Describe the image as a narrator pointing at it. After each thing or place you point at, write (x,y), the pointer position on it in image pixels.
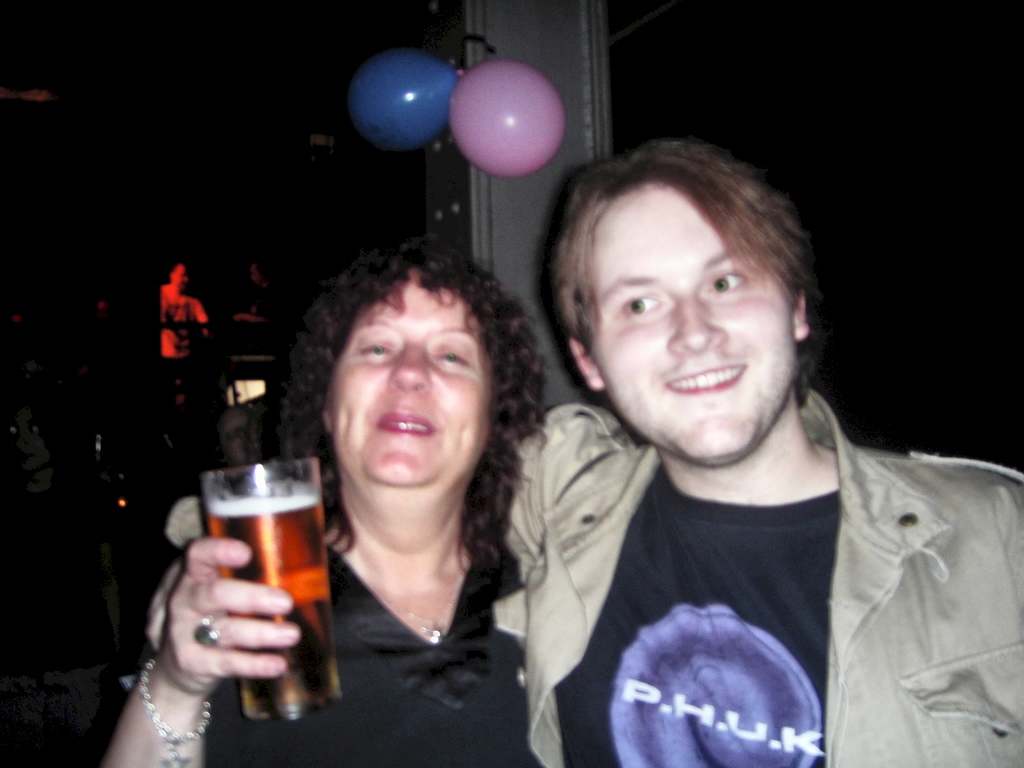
On the background (440,96) we can see balloons (500,139) and a person (267,290) here. Here we can see a man (658,474) and a women (527,388) standing and they both hold a pretty smile on their faces (689,372). This woman (331,494) is holding a drinking glass (256,570) in her hand (266,602).
